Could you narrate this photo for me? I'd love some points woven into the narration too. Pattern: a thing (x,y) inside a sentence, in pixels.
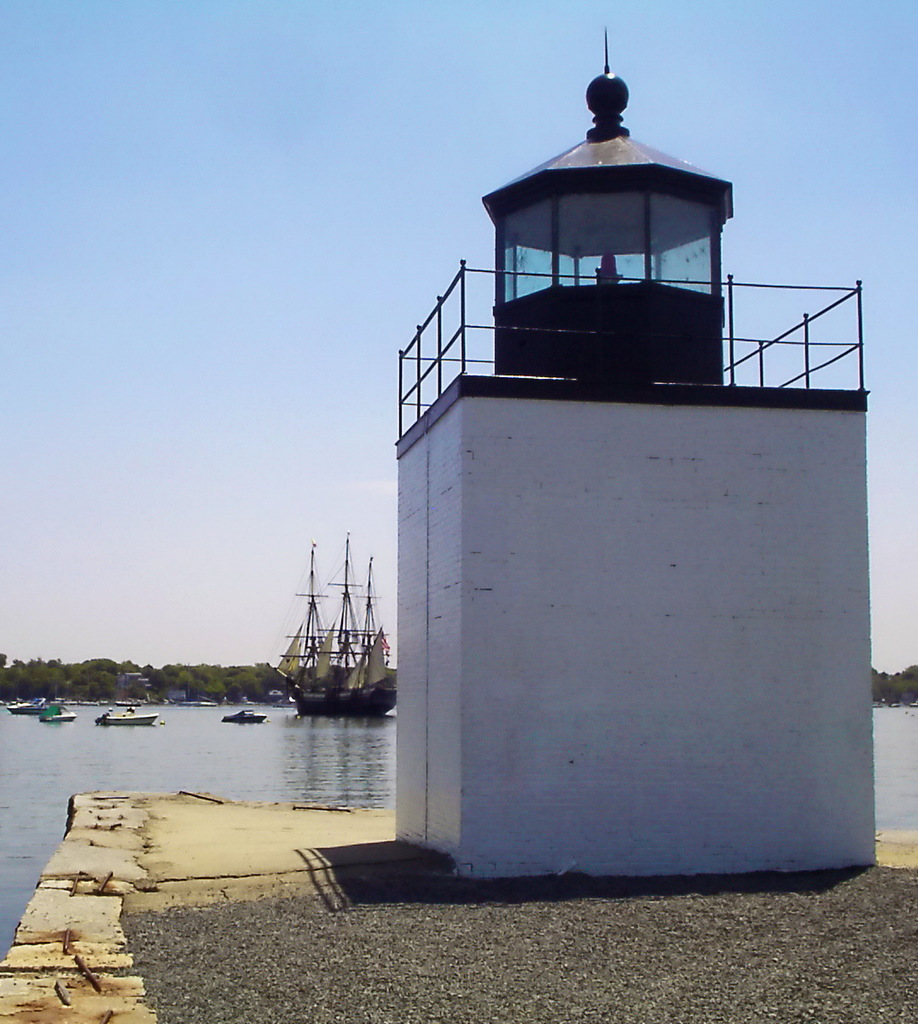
In the foreground of this image (567,683), there is a light house (546,642). In the background (334,707), there are boats (60,709), a ship (349,699) on the water (271,759). We can also see trees (183,679) and the sky (169,209).
